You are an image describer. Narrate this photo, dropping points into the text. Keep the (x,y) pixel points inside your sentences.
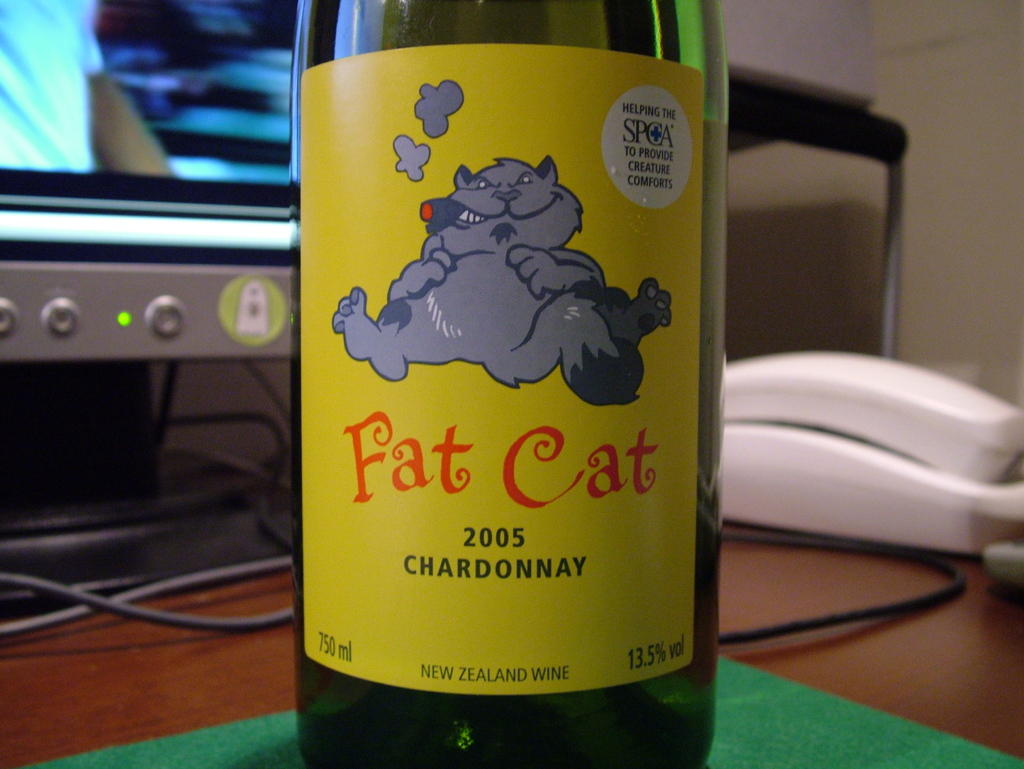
In the foreground of this picture (586,473), there is a bottle (603,549) on a table (840,679) and in the background (987,475), there is a land phone (828,419), monitor (220,85) and cables (277,557).
